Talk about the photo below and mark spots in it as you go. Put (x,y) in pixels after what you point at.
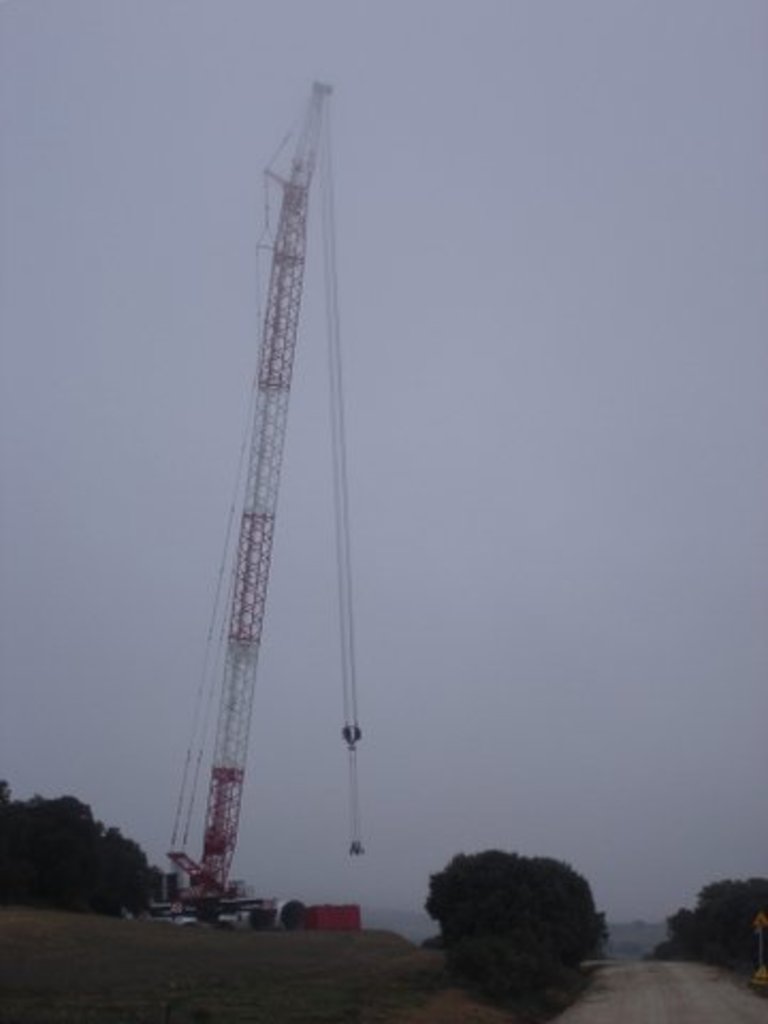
In this picture we can see vehicles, trees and we can see sky (326,729) in the background (328,773).
